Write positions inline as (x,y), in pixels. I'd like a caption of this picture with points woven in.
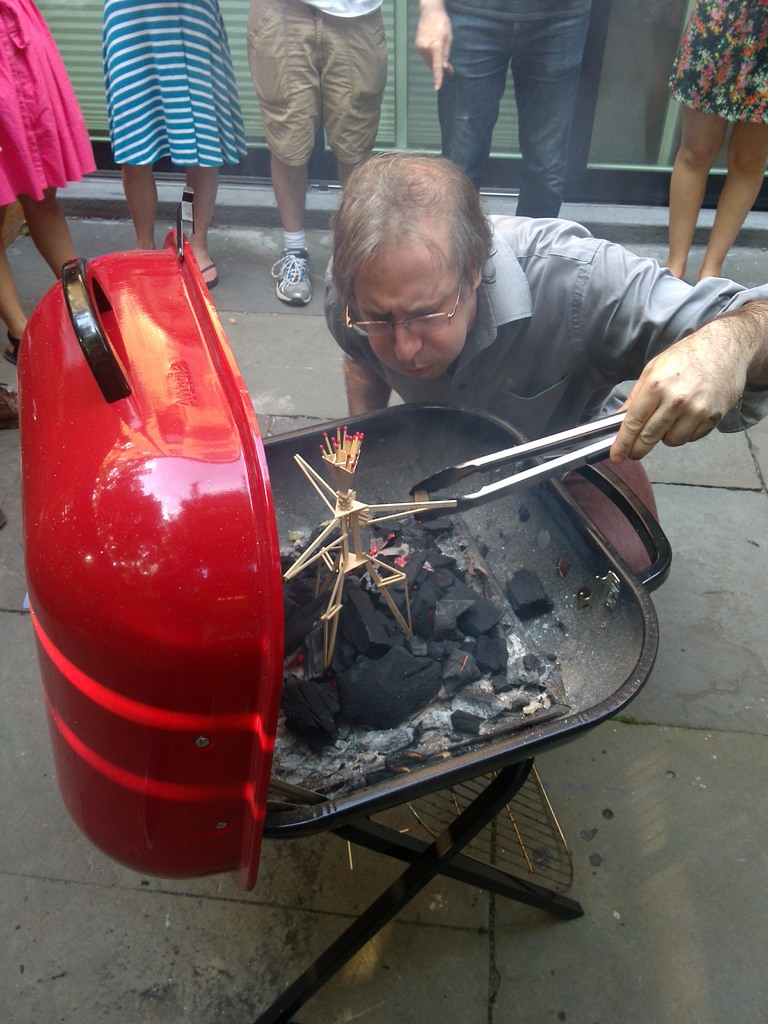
In this image, we can see a few people (451,351). Among them, we can see a person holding an object (608,445). We can see some coal (400,714) and match sticks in an object (80,509) which is placed on a stool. We can also see the ground (567,942).
